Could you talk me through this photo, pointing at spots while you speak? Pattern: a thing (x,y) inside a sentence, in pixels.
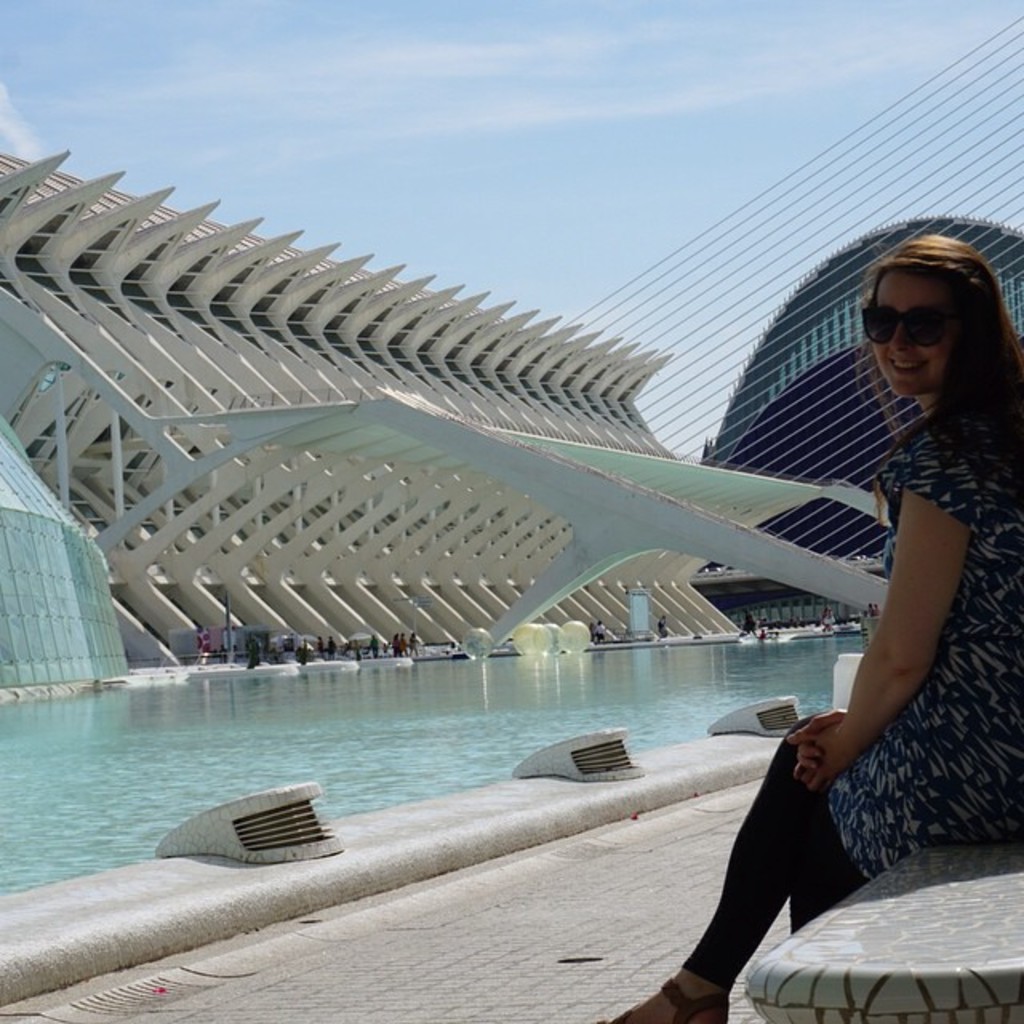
In this image I can see a woman (968,729) wearing black and white colored dress (919,783) is sitting on a bench (916,916). In the background (775,596) I can see a swimming pool (478,752), few persons (404,647), few buildings (357,577) and the sky (767,298).
